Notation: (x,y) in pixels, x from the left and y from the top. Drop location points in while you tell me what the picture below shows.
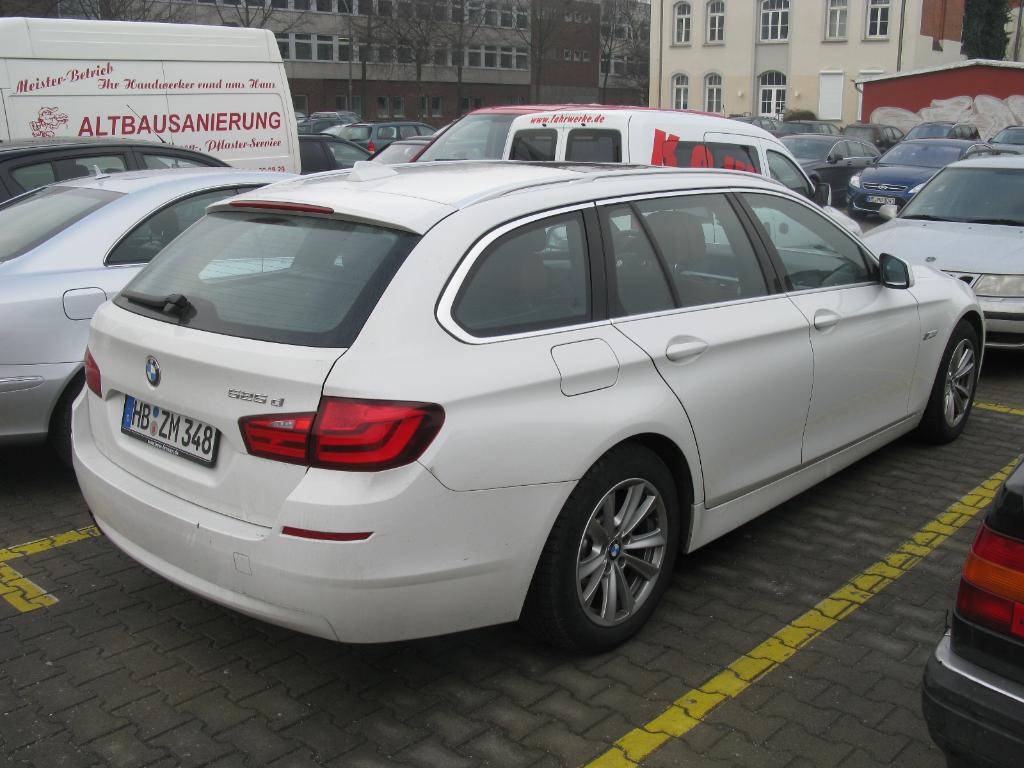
In this image we can see a few vehicles (314,502), there are some trees (374,28), buildings (589,18) and windows (717,15).
